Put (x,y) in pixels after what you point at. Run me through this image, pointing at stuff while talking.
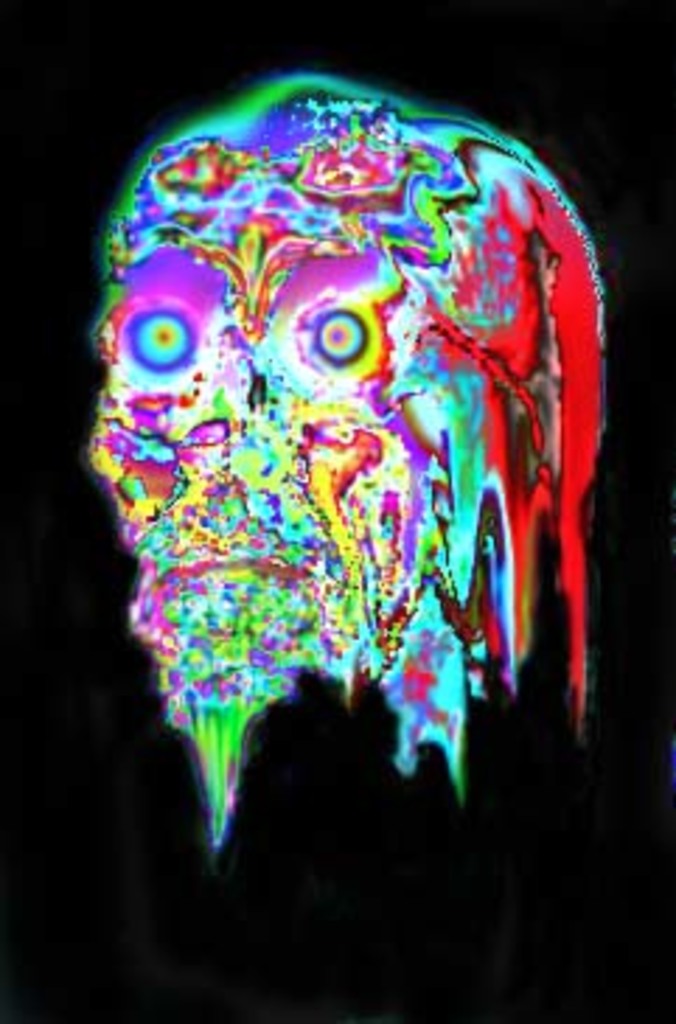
In the picture there is some animation (249,190) in the form of a skull (370,591).
